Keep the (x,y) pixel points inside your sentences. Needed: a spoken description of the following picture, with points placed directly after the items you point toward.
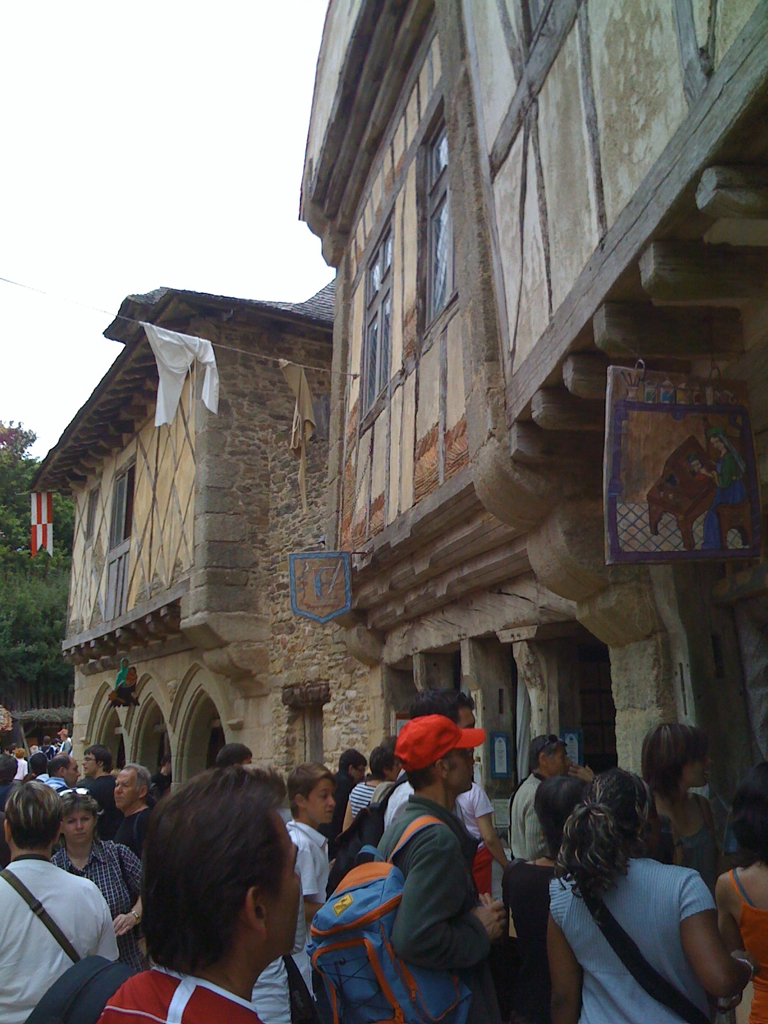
In this image I can see number of people (88,756) are standing and I can also see most of them are carrying bags (639,969). In the centre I can see one man (406,760) is wearing a red colour cap (422,746). In the background (429,283) I can see two buildings (505,586), few clothes (290,377), a tree (23,438) and the sky (119,147).
